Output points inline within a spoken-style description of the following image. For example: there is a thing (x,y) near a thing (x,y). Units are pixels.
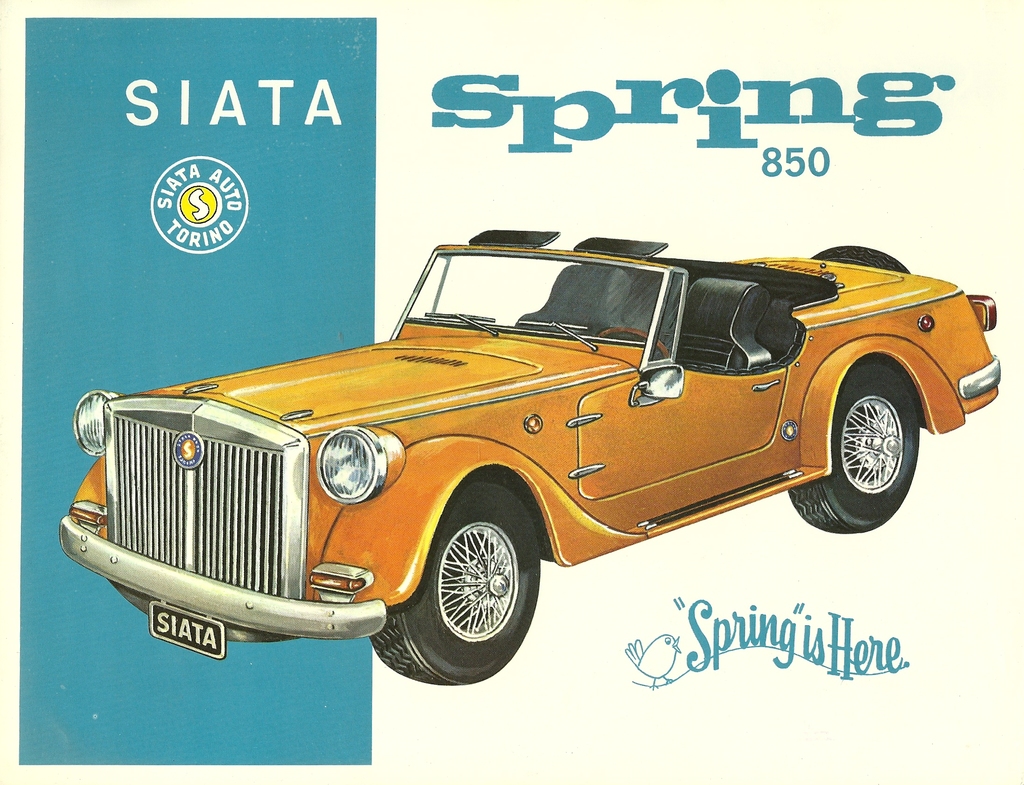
In this picture we can see a poster (802,623), there is a yellow color car (617,462) and some text (680,105), we can see a logo (204,208) here.
